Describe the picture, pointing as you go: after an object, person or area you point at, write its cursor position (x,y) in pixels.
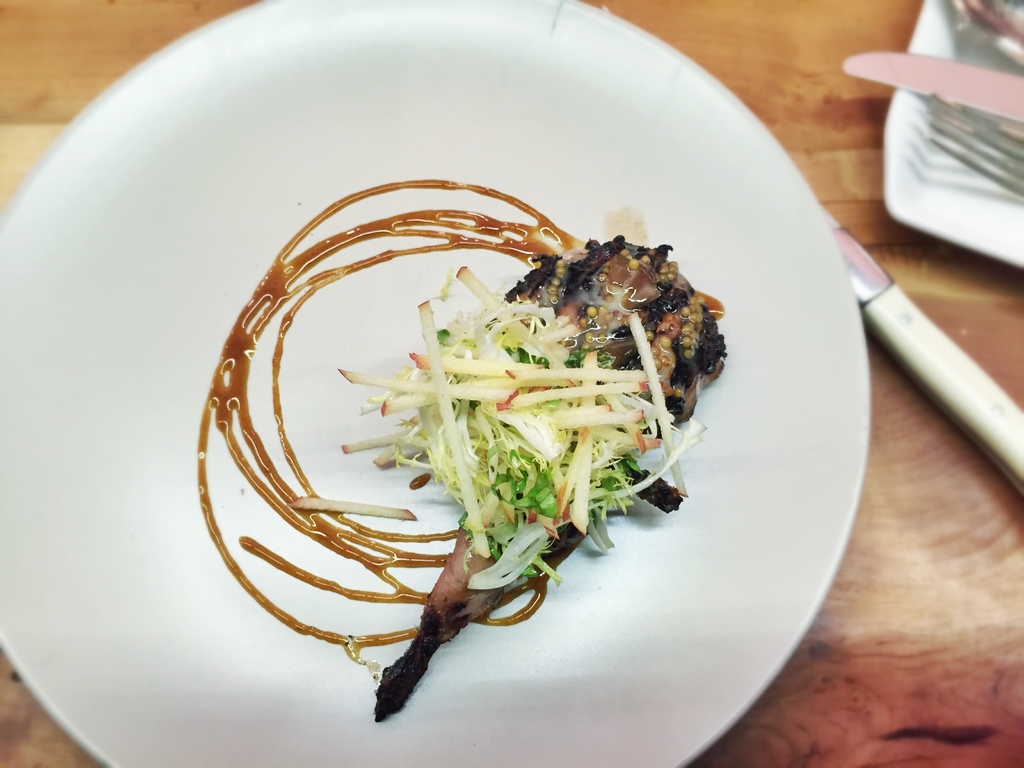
In this image, I can see a food item (478,471) on a plate (615,520), knives (913,82), a fork (950,150) and few other things (924,186), which are placed on a wooden object (42,88).
